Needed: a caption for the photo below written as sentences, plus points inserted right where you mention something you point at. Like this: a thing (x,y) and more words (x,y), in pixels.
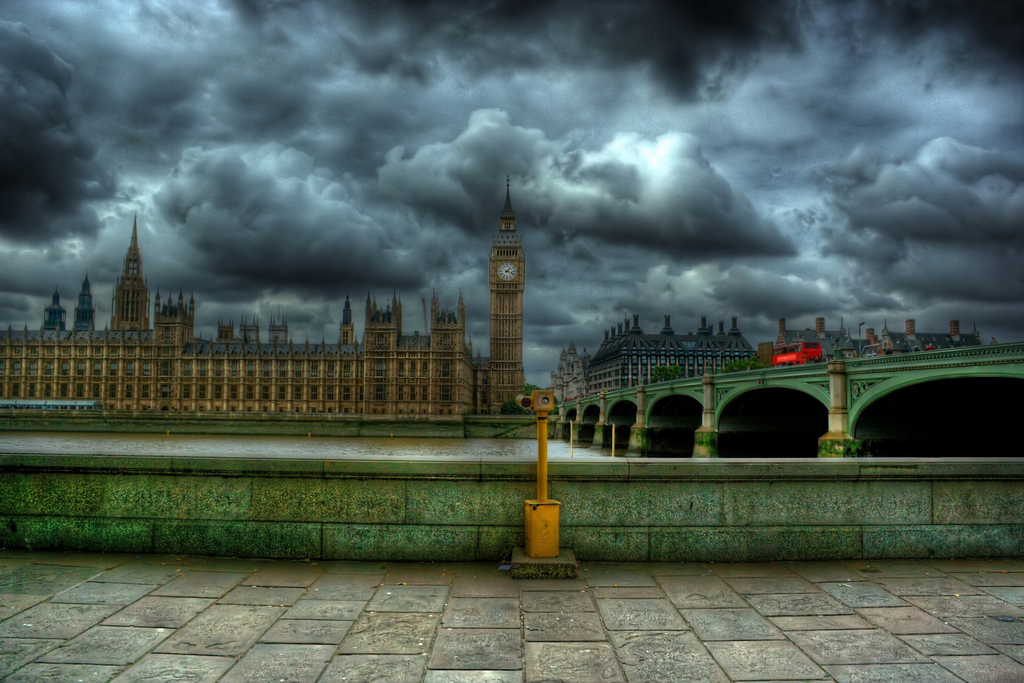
In this picture there is a yellow color object (549,527) and there is water (447,443) in front of it and there is a bridge (851,387) in the right corner (803,381) and there are few buildings (504,328) in the background (335,366) and the sky (424,177) is cloudy.
